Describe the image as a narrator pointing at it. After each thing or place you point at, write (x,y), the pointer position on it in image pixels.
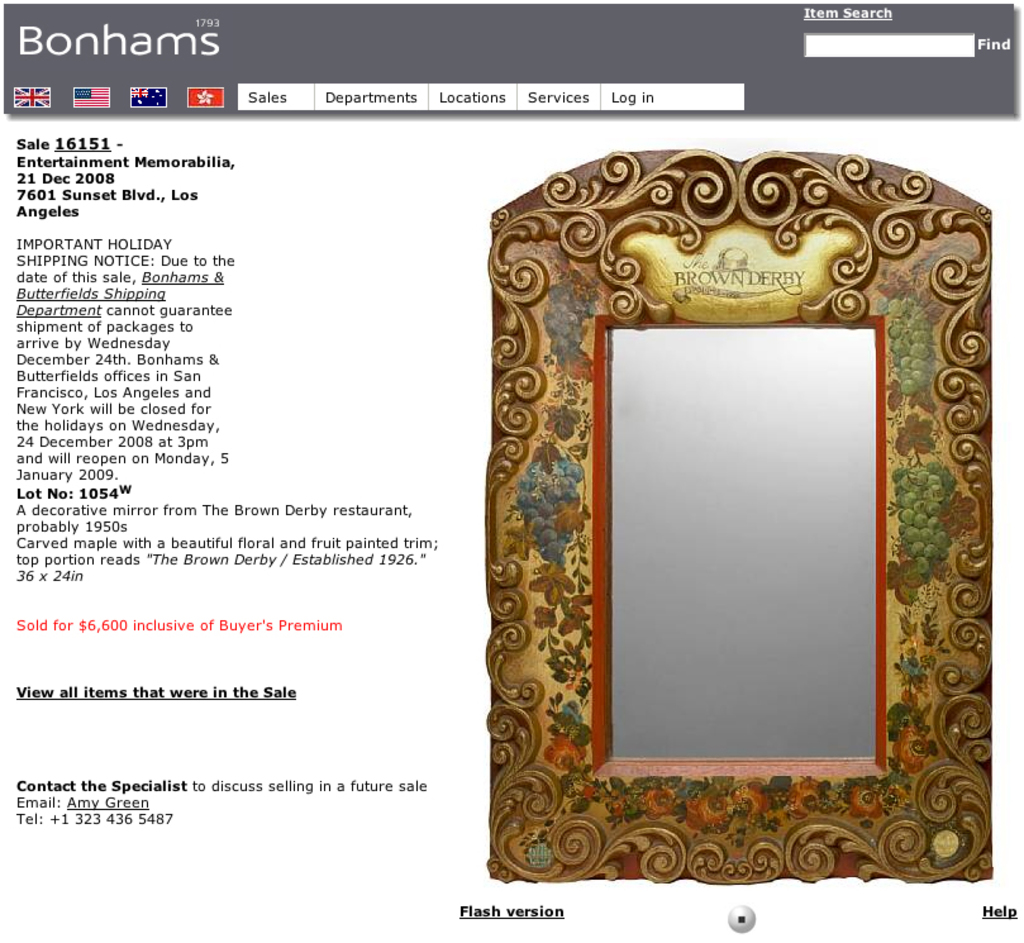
In this image we can see a web page (458,279) with some text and images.
